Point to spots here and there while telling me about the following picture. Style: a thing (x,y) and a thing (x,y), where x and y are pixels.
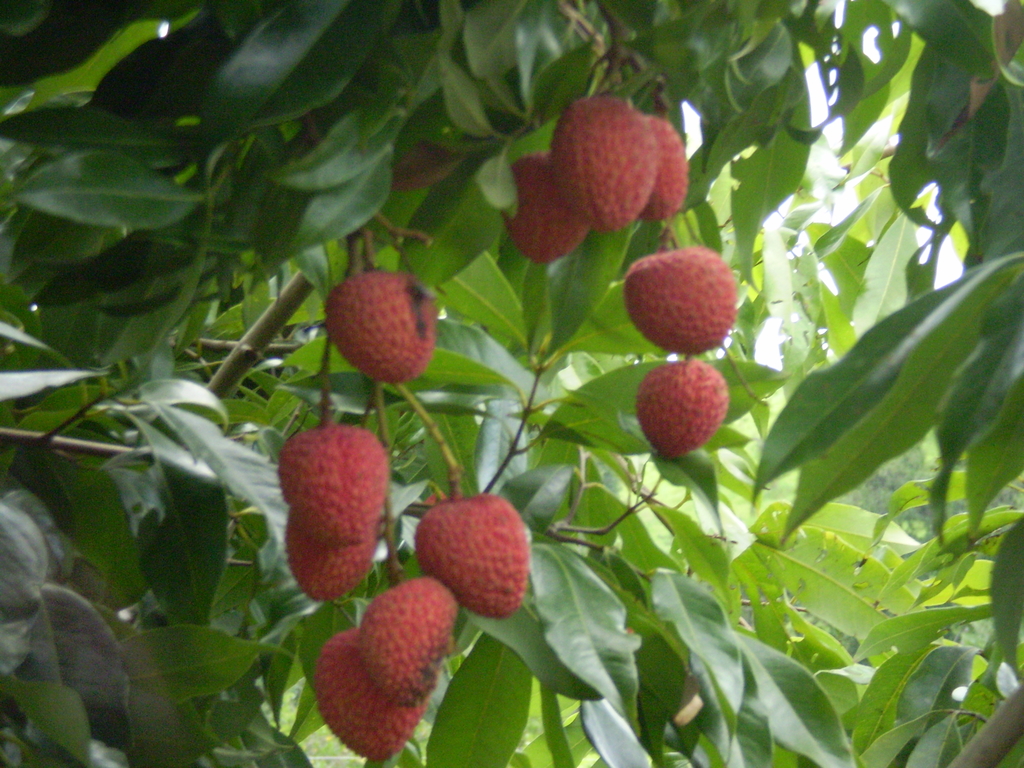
In this picture there are lychees (536,243) on the plant (504,416) in the image.
